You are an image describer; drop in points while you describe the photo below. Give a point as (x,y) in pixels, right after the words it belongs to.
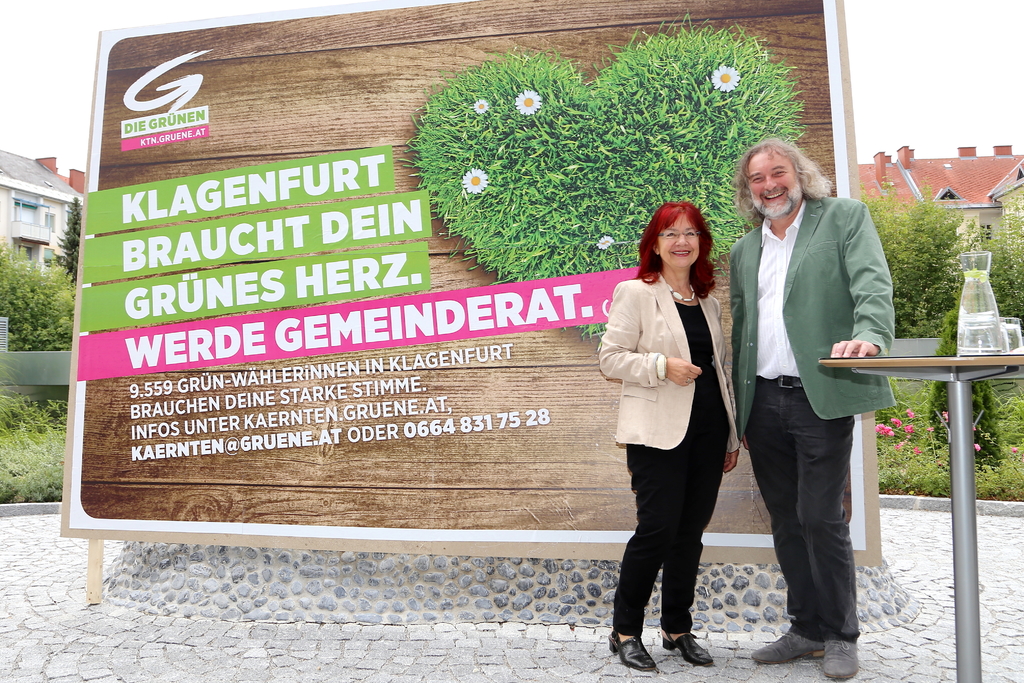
In this picture we can see a man (775,356) and a woman (685,353) standing and smiling, on the right side (1012,372) there is a table (950,393), we can see a glass (1016,335) and a jar (979,325) present on the table (1020,360), there is a hoarding (453,488) in the middle (613,449), in the background (880,183) there are houses (891,169), trees (957,255), plants (938,422) and flowers (906,417), we can some text (314,337) on the hoarding (287,238), there is the sky (34,104) at the left top of the picture (62,76).
